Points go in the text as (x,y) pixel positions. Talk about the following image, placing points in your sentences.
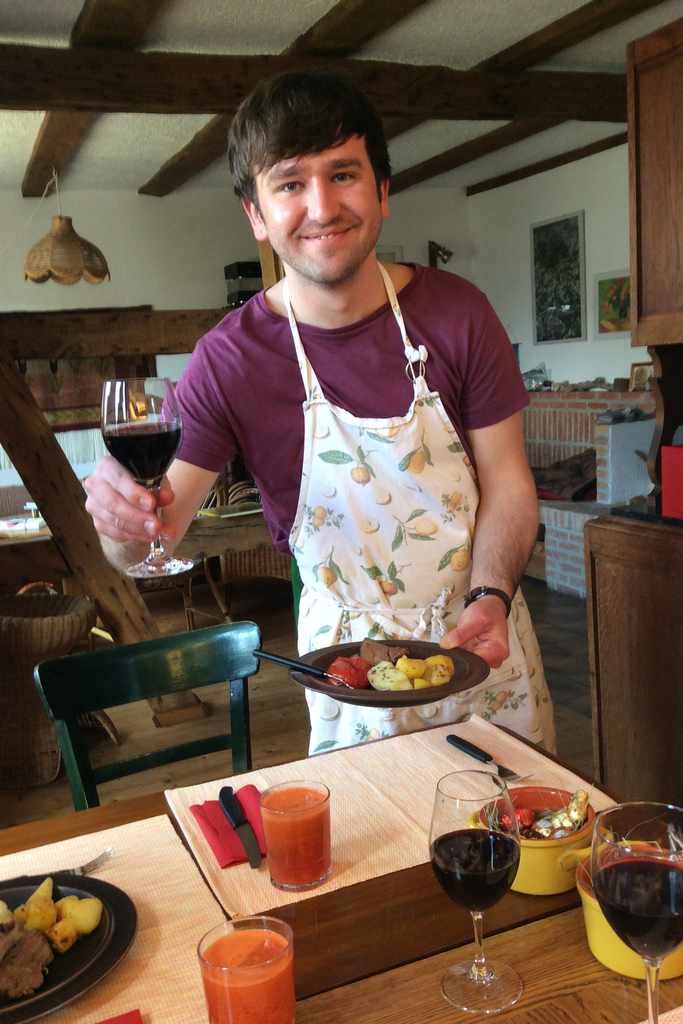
In this picture we can see a man (430,329) who is smiling. He hold a plate (347,645) and glass (131,420) with his hands (131,542). And this is chair (52,693). There is a table (398,912), On the table (145,1007) there is a glass (271,924), plate (114,919) and bowl (535,879). This is knife (237,823). And on the background (547,562) there is a wall (177,268). And this is the roof (176,48). And these are the frames (583,315) on the wall (590,326).
